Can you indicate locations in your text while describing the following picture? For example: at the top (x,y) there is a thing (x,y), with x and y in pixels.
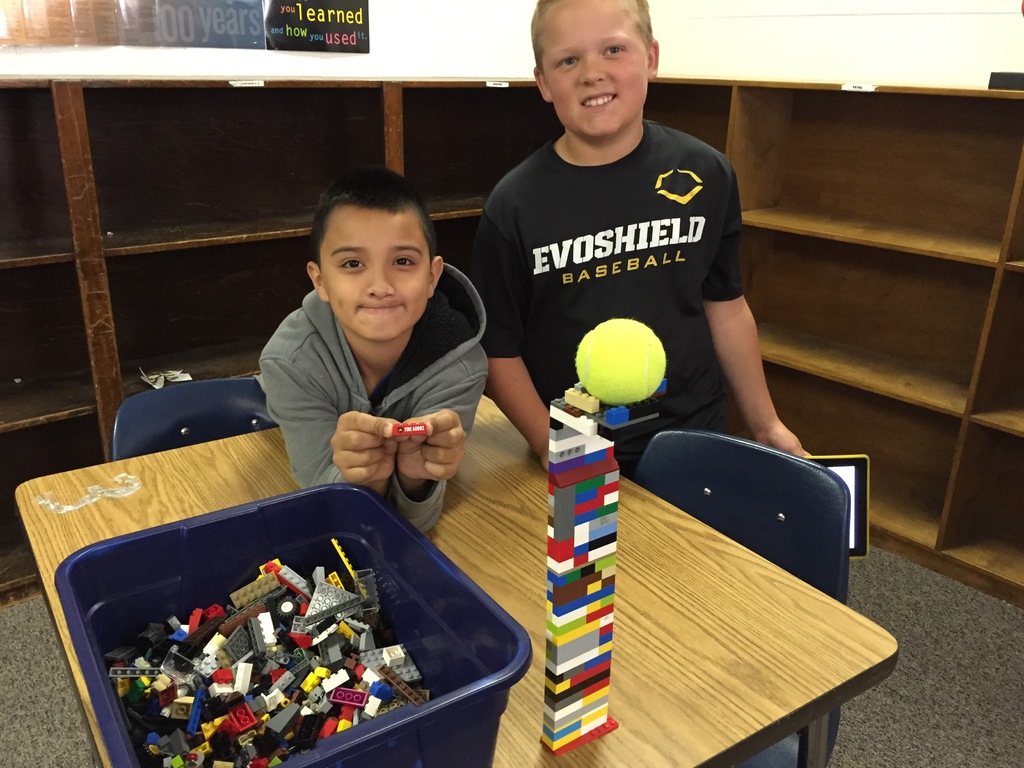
In this picture there are two boys (522,250). A boy (308,365) with grey jacket (307,369) is bending on the table (467,501) and beside him there is another boy (614,195) with black t-shirt (632,229) is standing and he is smiling. In front of them there is a table (670,628) with blue tub (445,591) on it. In the tub (286,507) there are some toys (319,598). Behind them there is a cupboard (118,215). At the back of cupboard (921,295) there is a wall (230,49) with posters (319,35) on it.
